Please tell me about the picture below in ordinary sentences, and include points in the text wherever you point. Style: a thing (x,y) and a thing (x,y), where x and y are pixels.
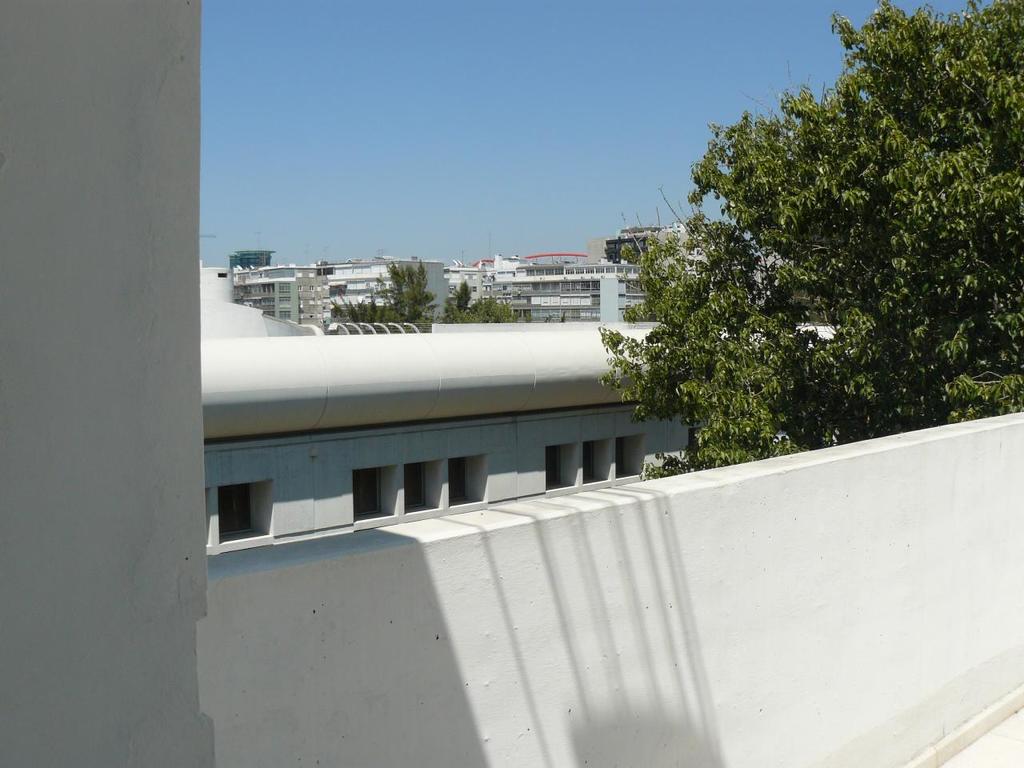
In this image there is a wall (756,651). Behind there are trees (790,357) and buildings (617,315). Top of the image (590,103) there is sky (456,124).
